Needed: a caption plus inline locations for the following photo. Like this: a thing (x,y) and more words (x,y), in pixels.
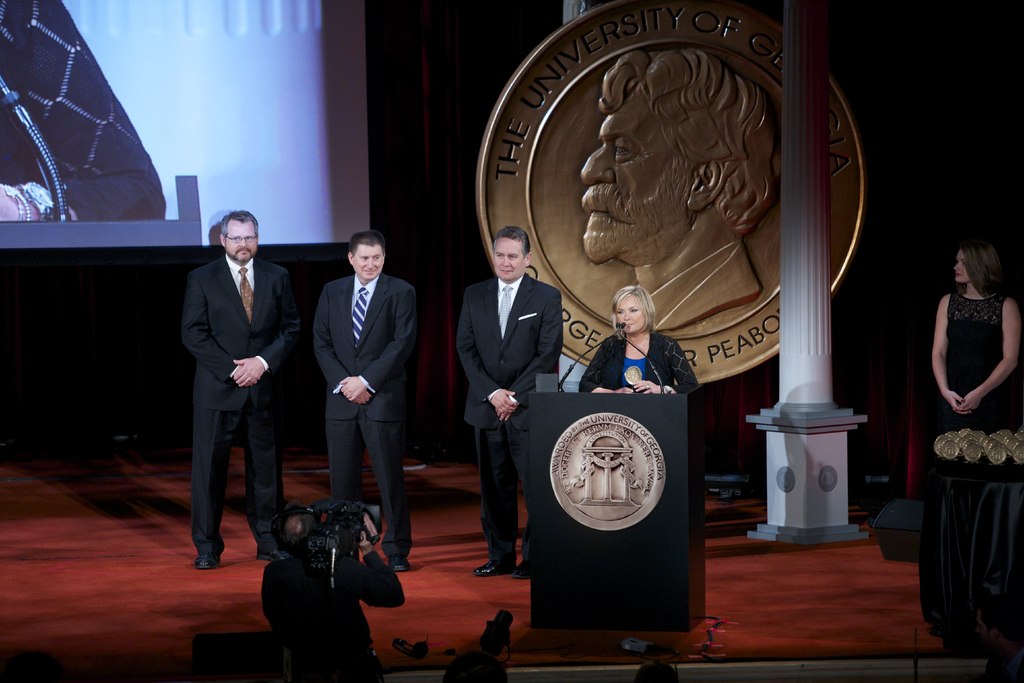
In this image we can see few people (502,535) and there is a woman (649,304) standing in front of mike's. Here we can see a person (370,573) holding a camera (338,551). Here we can see a pillar (817,150), podium (626,533), badge (736,181), screen (224,126), and objects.
